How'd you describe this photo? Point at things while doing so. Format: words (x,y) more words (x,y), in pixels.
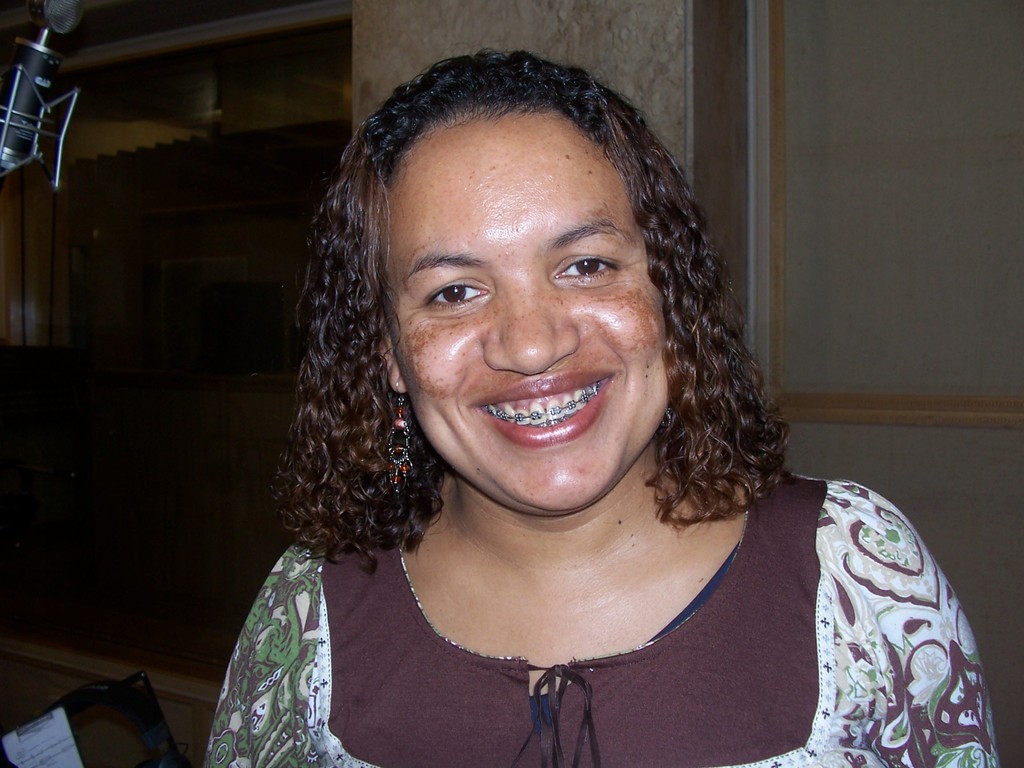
In this image we can a lady (503,531). There is an object (59,139) at the left side of the image (26,97). There is an object (39,754) at the bottom of the image (39,754).
